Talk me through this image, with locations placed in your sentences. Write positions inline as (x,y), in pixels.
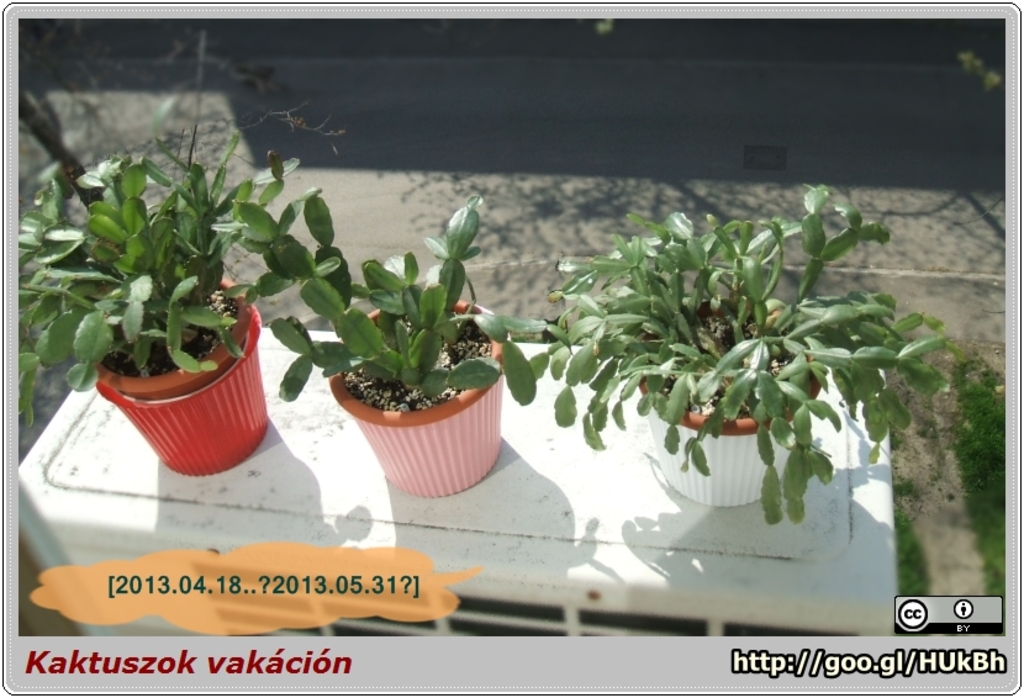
In this image we can see some plants (437,332) in the pots (228,392), these are placed on the surface (526,462) and we can see some text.
